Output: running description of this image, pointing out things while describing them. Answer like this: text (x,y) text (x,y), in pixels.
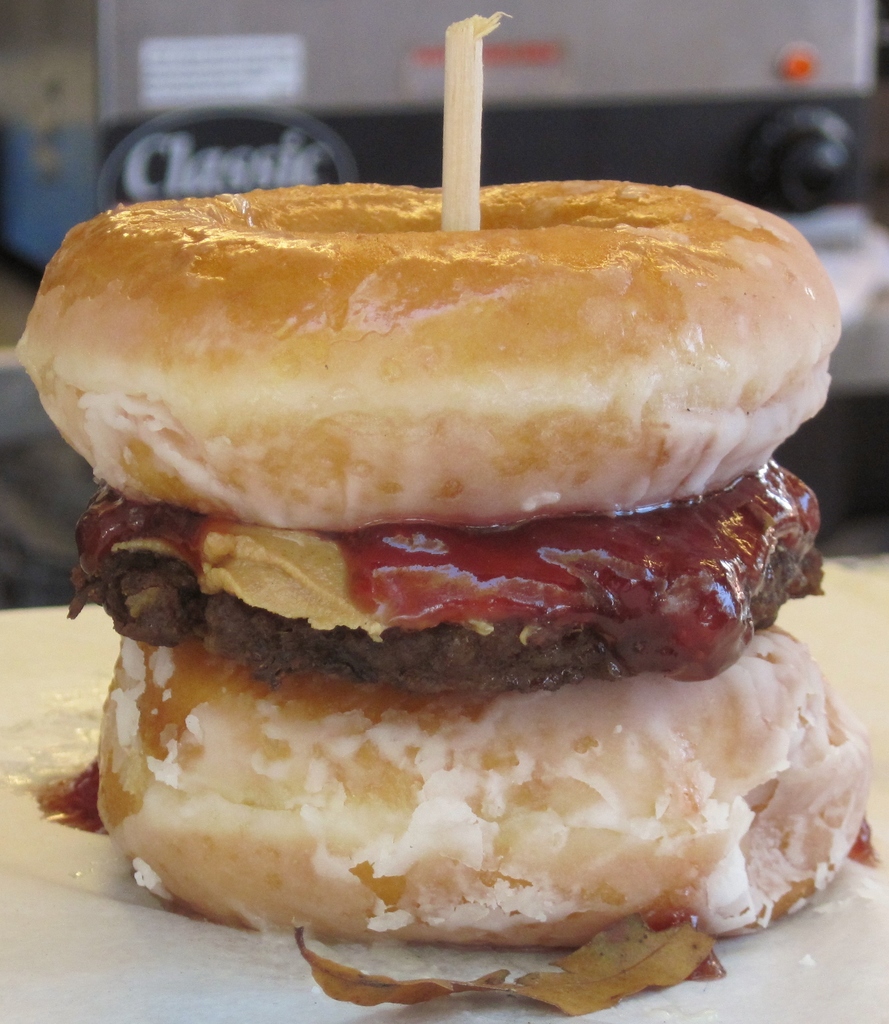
In this image I can see food (216,528) which is in brown, red color on some surface (94,857).
